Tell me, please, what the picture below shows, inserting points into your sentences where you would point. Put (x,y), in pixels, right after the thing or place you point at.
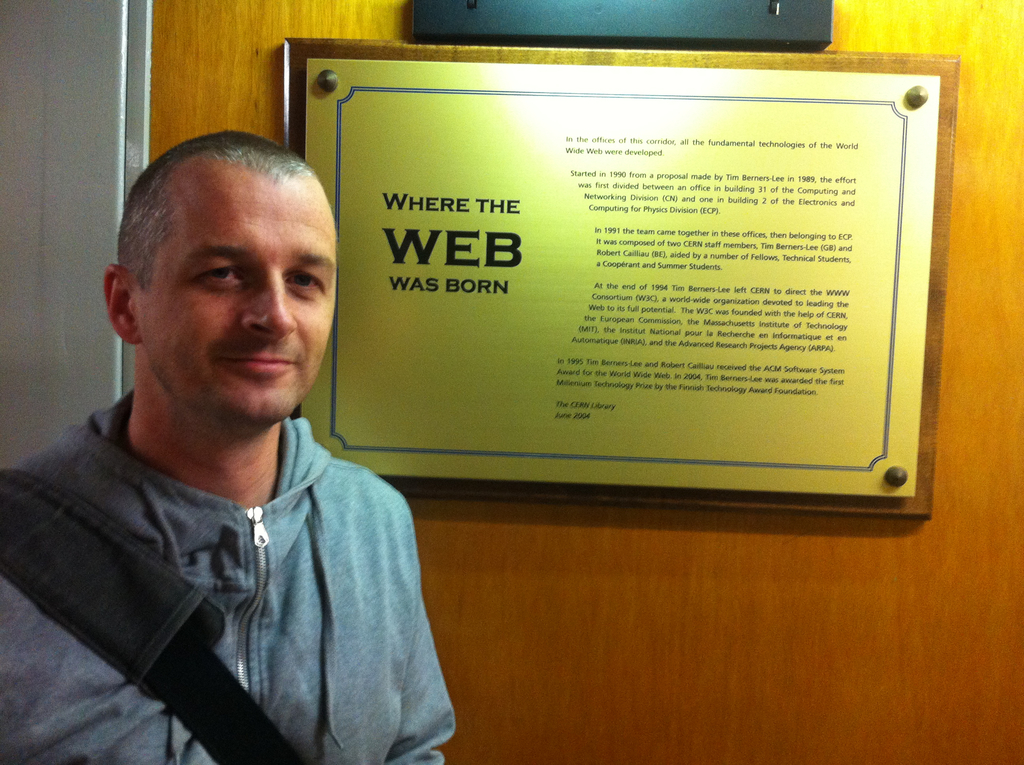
In this image we can see one person (123,496) standing and wearing a bag (140,574). There is one text board (401,78) attached to the wooden door (984,258) and one object (758,21) attached to the door (239,21).
